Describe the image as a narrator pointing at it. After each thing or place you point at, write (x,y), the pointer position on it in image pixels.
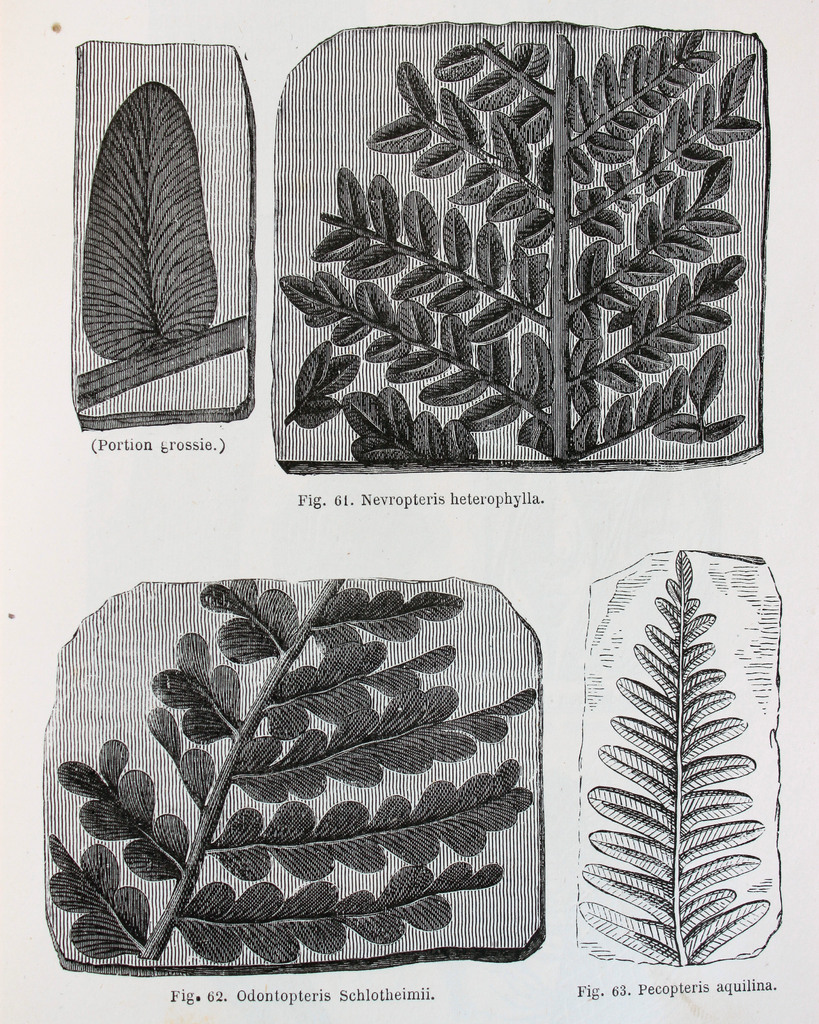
This is the painting image of leaves (486,371).
